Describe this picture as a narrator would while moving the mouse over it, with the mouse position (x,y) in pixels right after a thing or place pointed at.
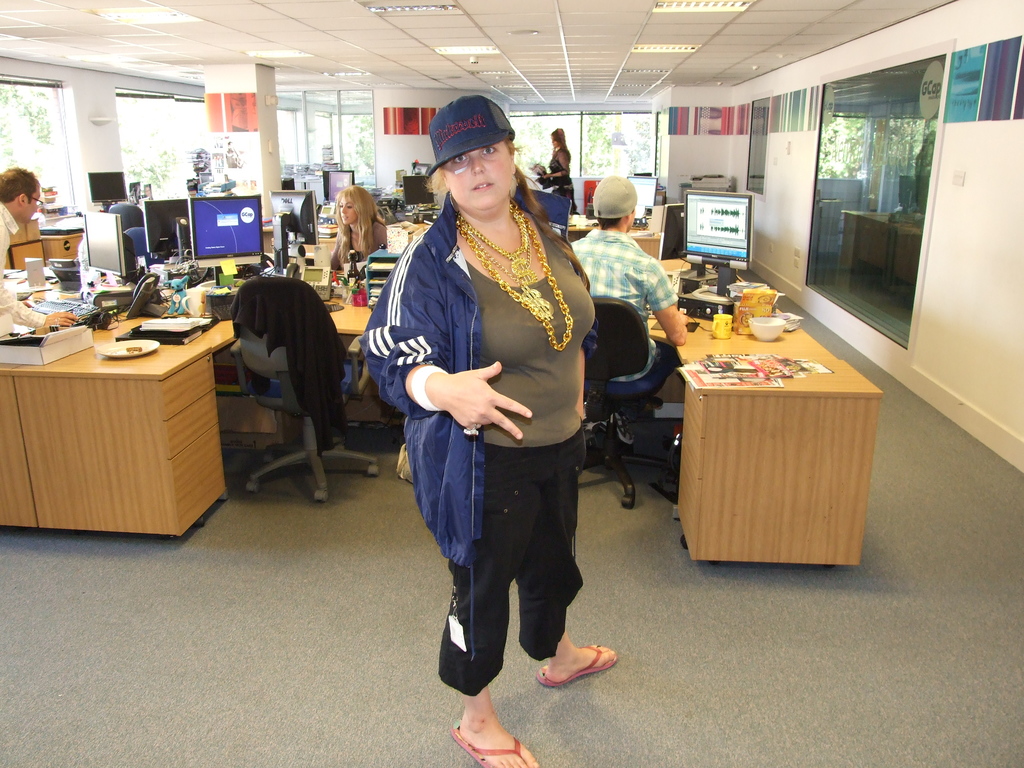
In this image we can see some group of persons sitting on chairs (298,335) and doing some work in the foreground of the image (494,328) there is person (530,387) wearing brown color T-shirt (511,383), black color short (488,471) also wearing blue color jacket (432,311), black cap (450,149) there are some ornaments (533,300) and in the background of the image (826,190) there are some tables (113,364), chairs (264,282), glass doors (309,152) and windows (199,137).
